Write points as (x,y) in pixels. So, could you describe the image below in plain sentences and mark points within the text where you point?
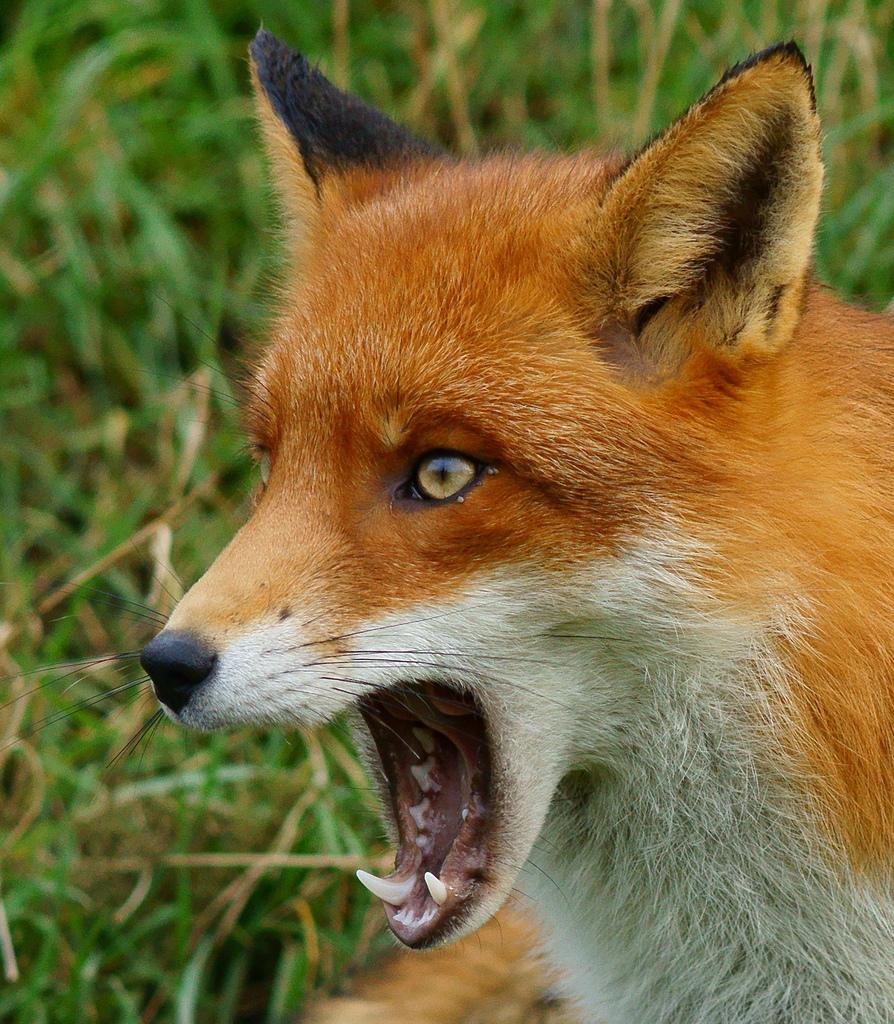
In this picture there is an animal (654,223) and it is in white and orange color. At the back (835,276) there is grass (835,276).
